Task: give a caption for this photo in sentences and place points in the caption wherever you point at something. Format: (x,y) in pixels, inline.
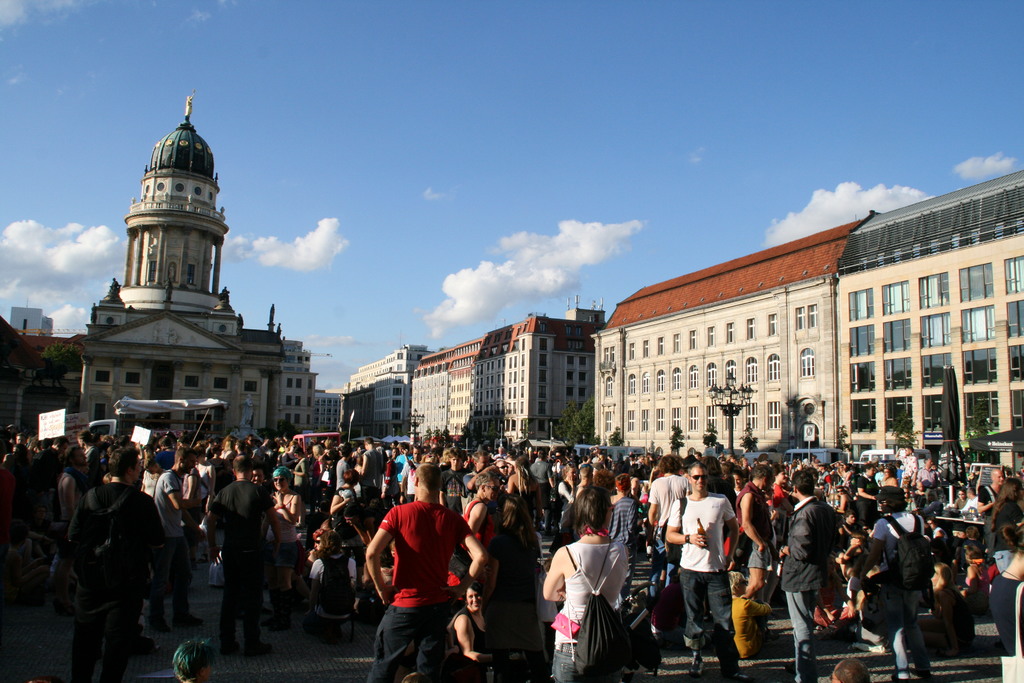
In the picture I can see a group of people (629,557) are standing on the ground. In the background (837,392) I can see buildings (693,427), street lights (728,409), the sky (321,88) and some other objects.
